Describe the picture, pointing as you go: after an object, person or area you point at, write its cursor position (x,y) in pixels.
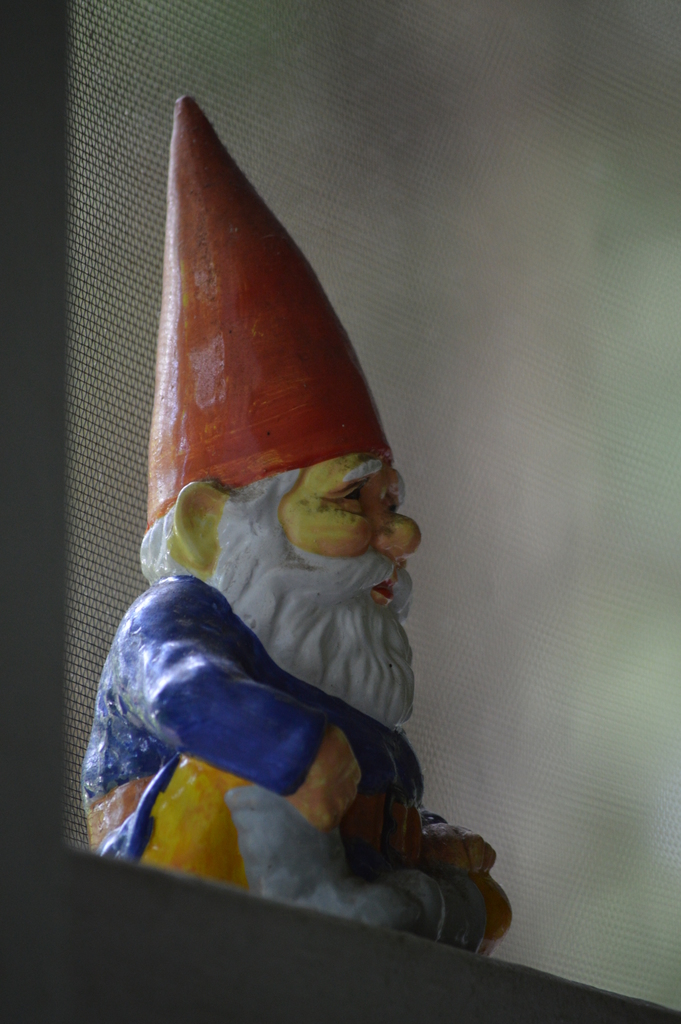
In the center of the image (310,427), we can see a sculpture (255,603).
